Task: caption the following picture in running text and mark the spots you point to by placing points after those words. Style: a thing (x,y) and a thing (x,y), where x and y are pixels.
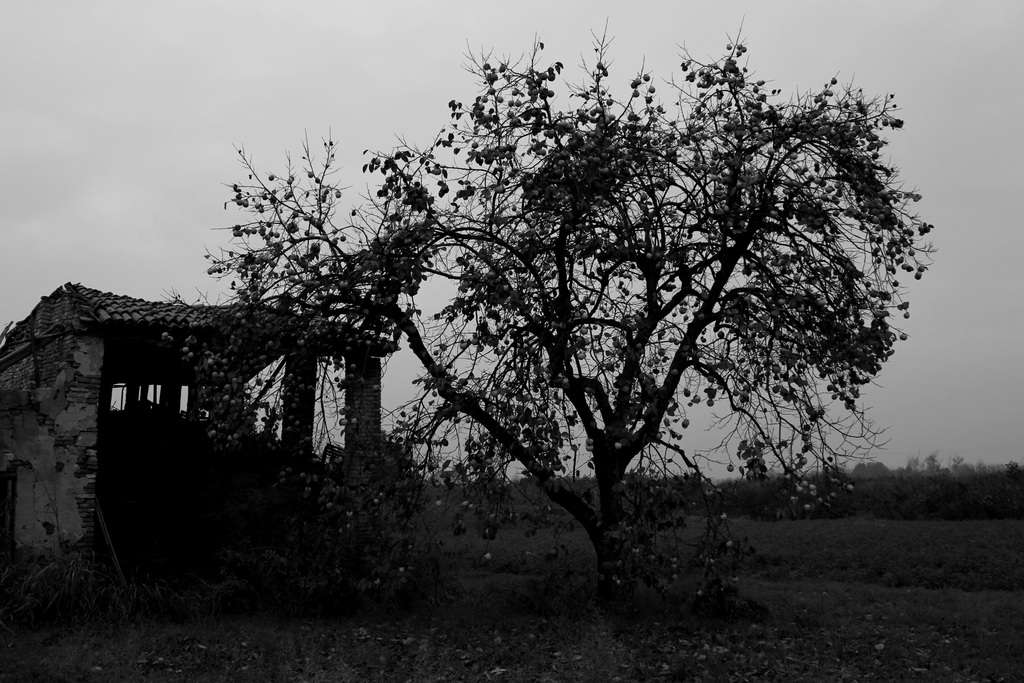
In the picture I can see a tree (659,184) in the middle of the image (541,337). I can see a house (159,404) on the left side (143,418). I can see the plants (403,639) at the bottom of the image (788,611). In the background (955,489), I can see the trees (839,502). There are clouds (1005,408) in the sky (990,404).
